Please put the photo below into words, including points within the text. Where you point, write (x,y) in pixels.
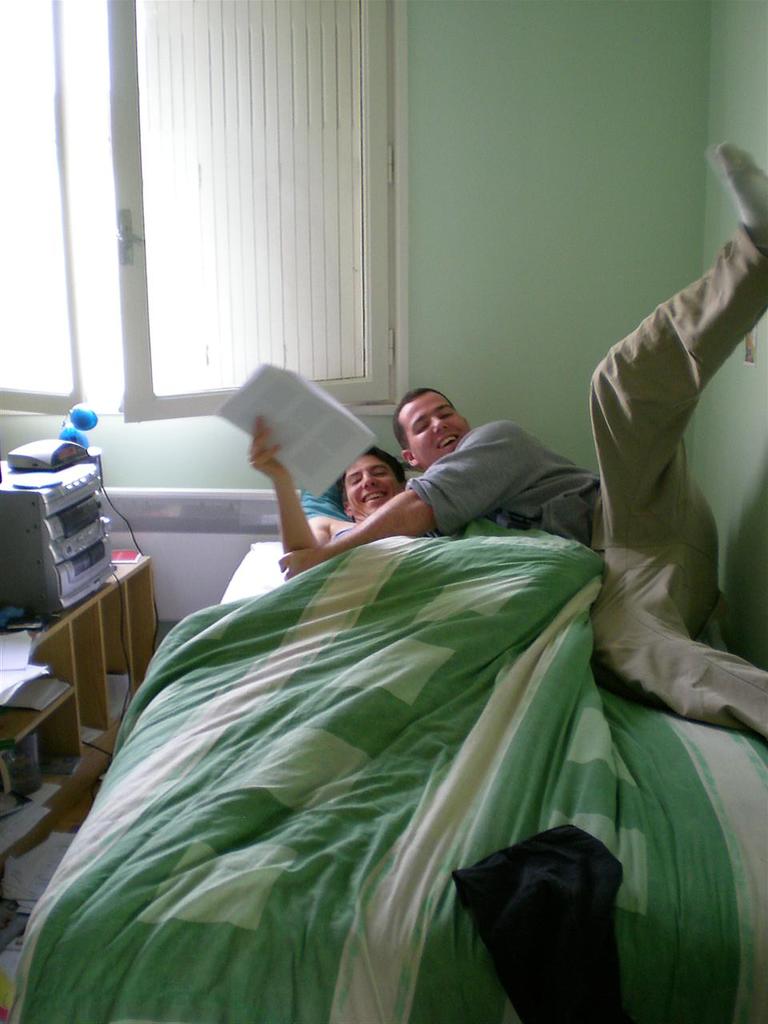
In the image there are two men (445,472) laying on bed (510,768), beside them there is a window (158,193), in front of window (172,80) there is a table (74,639) with music player (100,563) on it.
